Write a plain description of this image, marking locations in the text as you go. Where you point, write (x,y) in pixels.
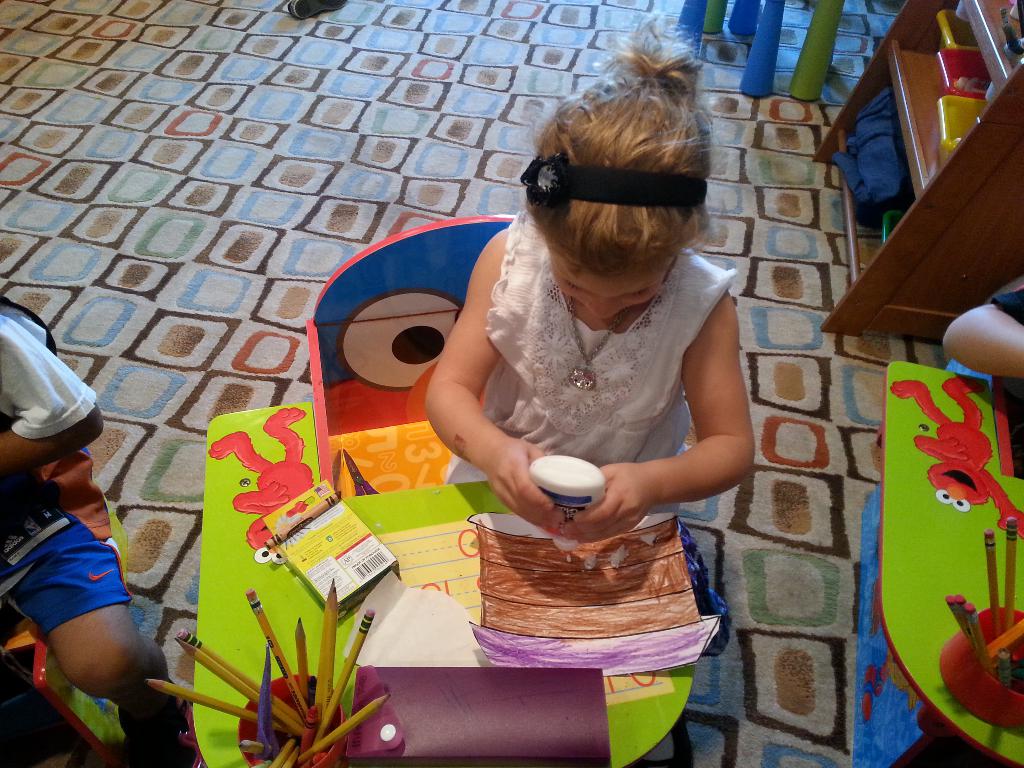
In the middle (538,396) a little cute girl (555,418) is sitting on the chair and doing drawing (583,563), she wore a white color dress (582,408). There are pencils (331,607) in the bottom of this image (312,678) in a cup (288,701).
